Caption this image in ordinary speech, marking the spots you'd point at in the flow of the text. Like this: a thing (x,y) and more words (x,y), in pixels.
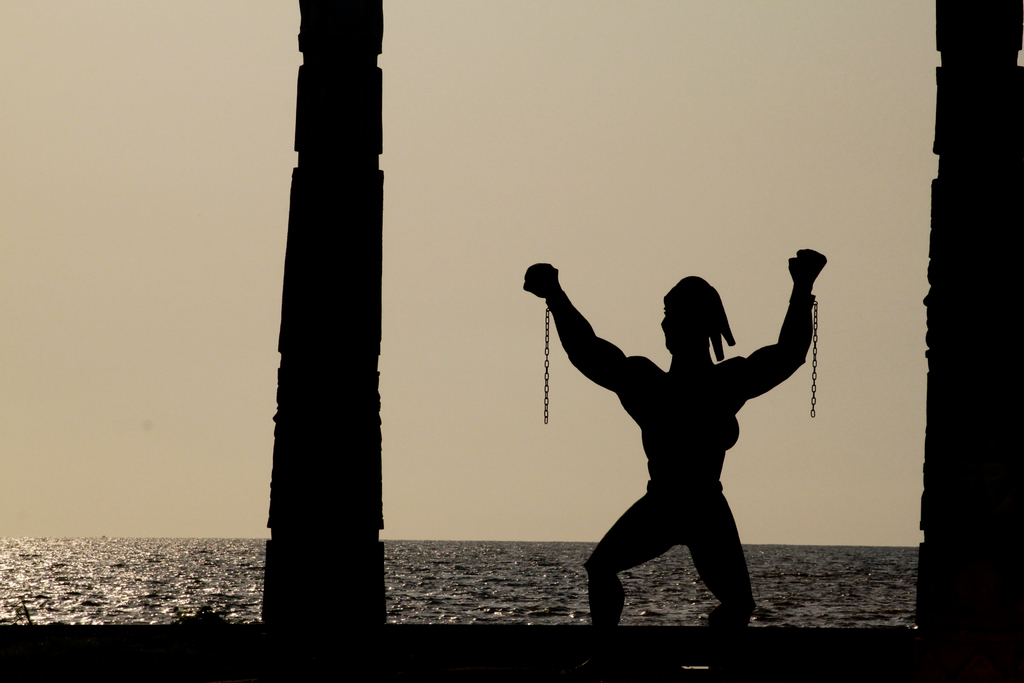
In the foreground (989,89) we can see pillars (313,610) and a person (697,427). The person (687,442) is looking like a sculpture (659,416). In the middle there is a water body (55,575). At the top (515,202) it is sky (488,273).
